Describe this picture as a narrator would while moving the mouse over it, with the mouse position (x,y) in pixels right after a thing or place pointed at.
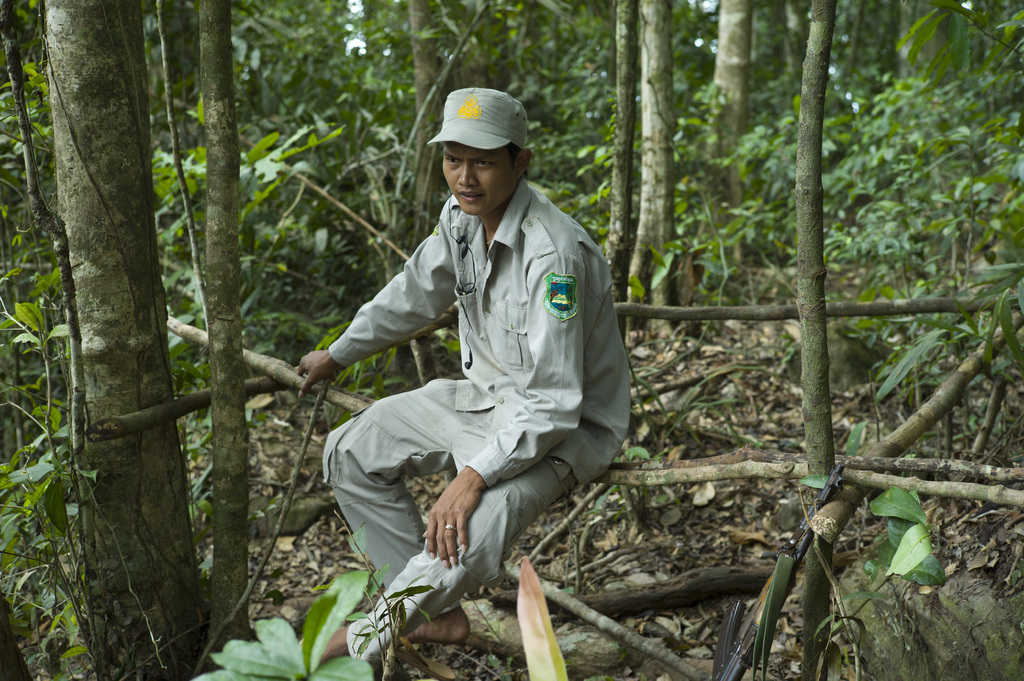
In this image there is a person (458,557) sitting on the wooden stick (753,477). Around the person (433,239) there are plants (12,131) and trees (664,49). At the bottom of the image (566,554) there are dried leaves (714,432) on the surface (650,520).
